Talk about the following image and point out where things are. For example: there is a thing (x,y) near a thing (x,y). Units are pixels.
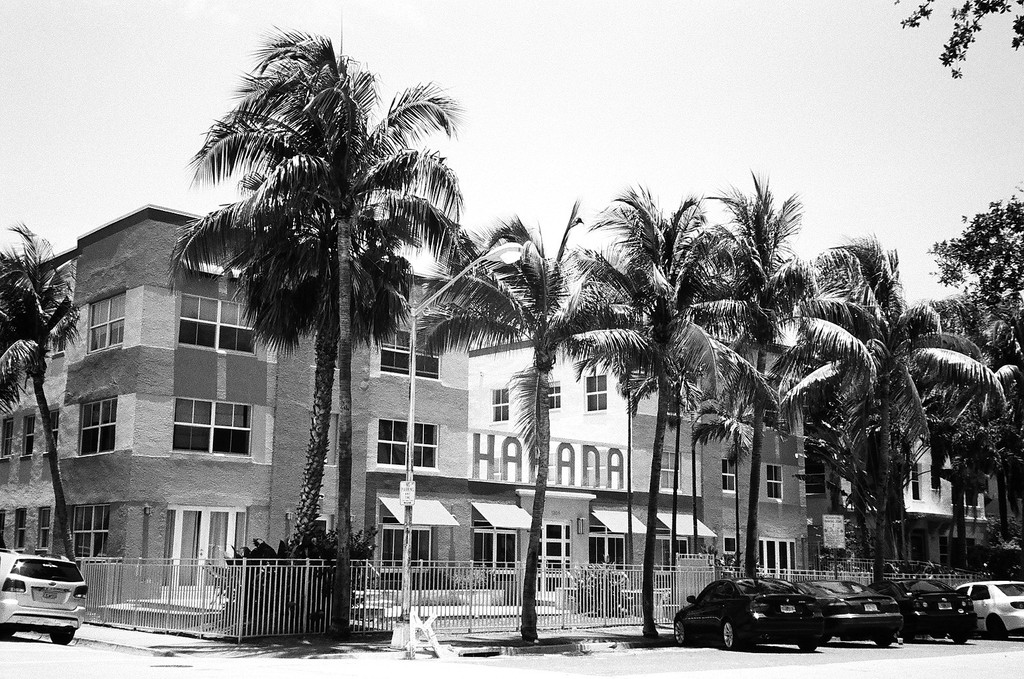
In the picture we can see some buildings (116,318) with a glass window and near to it, we can see some trees (996,269) and railing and near the railing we can see some cars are parked on the path (389,670) and in the background (837,48) we can see a sky (848,55).
